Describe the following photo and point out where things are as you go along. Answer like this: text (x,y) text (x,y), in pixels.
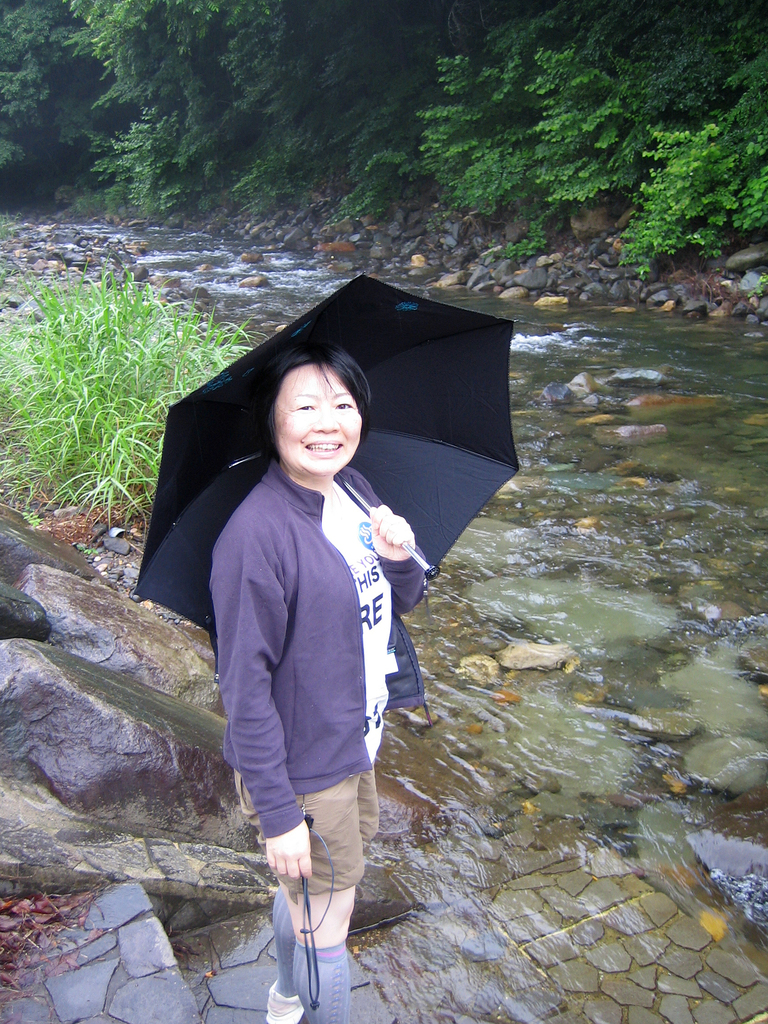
In this image in front (318,612) there is a person (386,633) holding the umbrella (432,330). In the center of the image (511,561) there is water (581,652). There are rocks (27,280). In the background of the image (336,140) there are trees (475,93).
